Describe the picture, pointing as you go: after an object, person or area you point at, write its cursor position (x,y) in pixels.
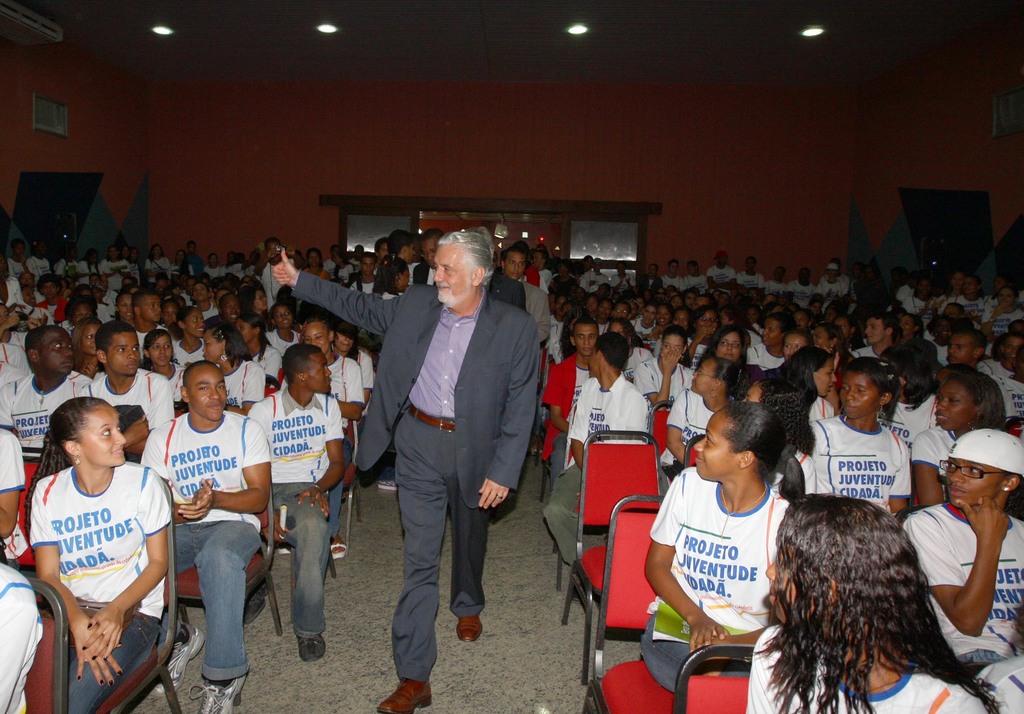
There is one person (417,416) standing in the middle (447,463) is wearing a blazer (494,355). There are some other persons (584,433) sitting on the chairs (640,471) in the background (561,384). There is a wall (405,159) at the top of this image (423,185).
